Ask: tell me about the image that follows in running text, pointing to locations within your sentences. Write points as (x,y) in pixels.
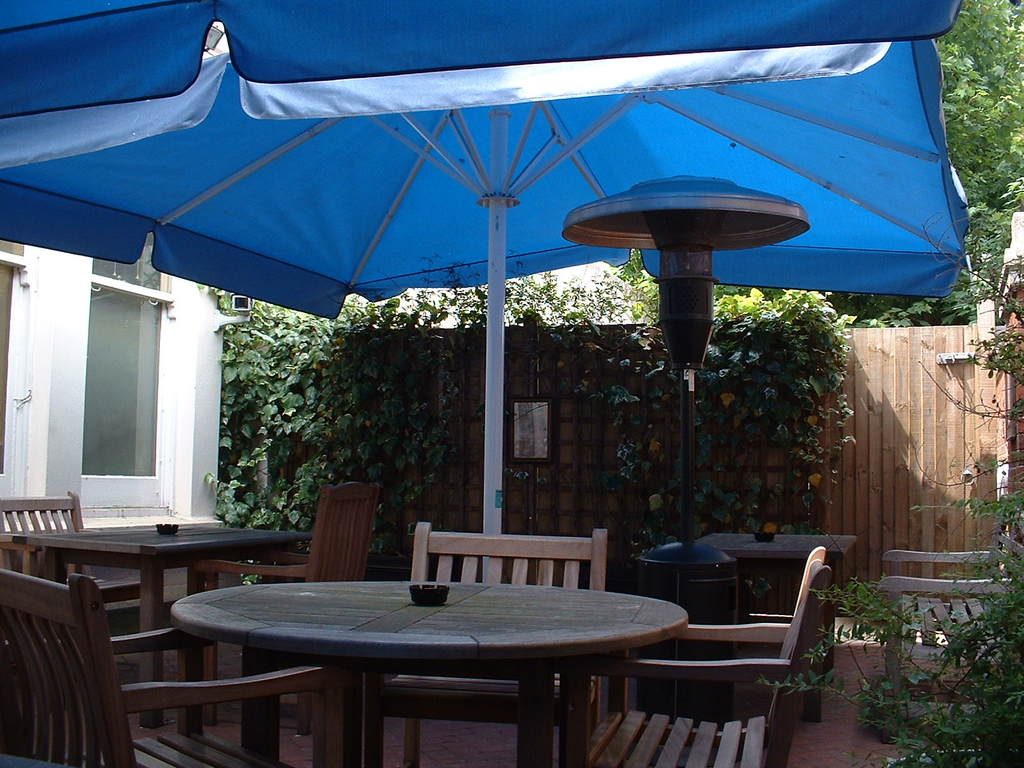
In the picture we can see some round tables (493,644) with chairs (33,665) around it and on the top of it, we can see an umbrella (33,128) with poles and in the background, we can see the wooden wall (940,418) and near it, we can see some plants (1001,645) and behind it also we can see plants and beside the wall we can see the white color wall (38,348) with glass window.
